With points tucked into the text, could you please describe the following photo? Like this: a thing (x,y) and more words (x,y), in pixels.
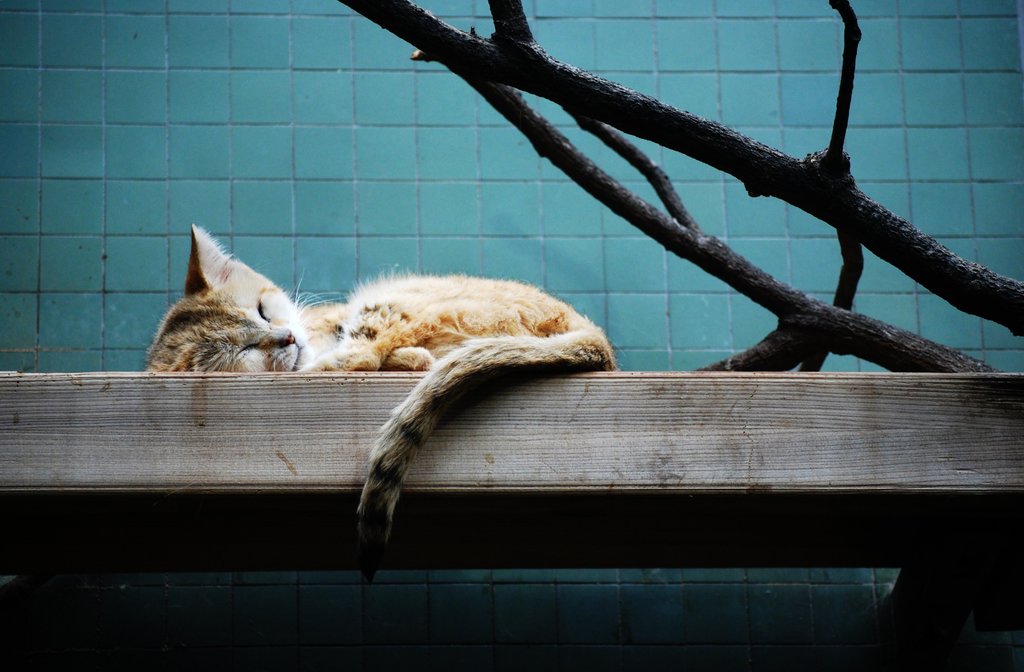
In the image we can see a wooden object (712,405), on the wooden object (377,391) we can see a cat (451,280). Behind the cat (207,268) we can see some stems (968,288) and wall (335,260).
